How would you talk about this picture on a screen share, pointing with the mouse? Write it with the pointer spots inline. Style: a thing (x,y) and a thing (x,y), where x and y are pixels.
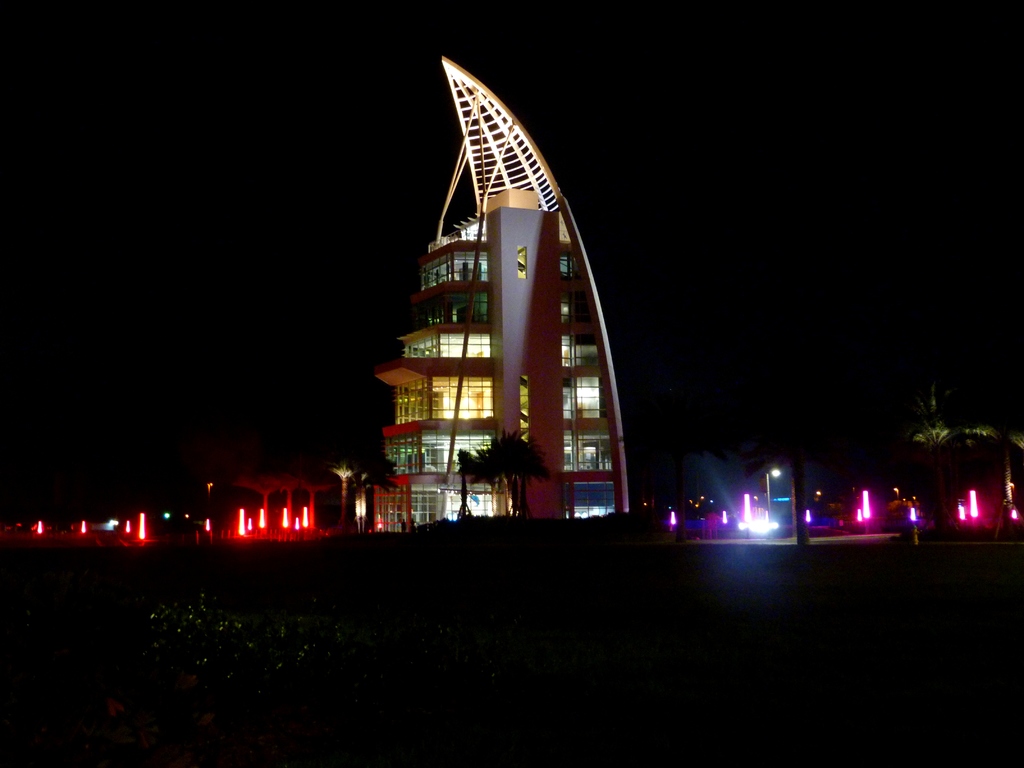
In the picture we can see a night view of the building (471,137) which is in the shape of a triangle with different floors (431,423) and glasses (438,440) to it and besides the building (451,445) we can see some constructions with red color lights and some constructions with pink color lighting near it.
